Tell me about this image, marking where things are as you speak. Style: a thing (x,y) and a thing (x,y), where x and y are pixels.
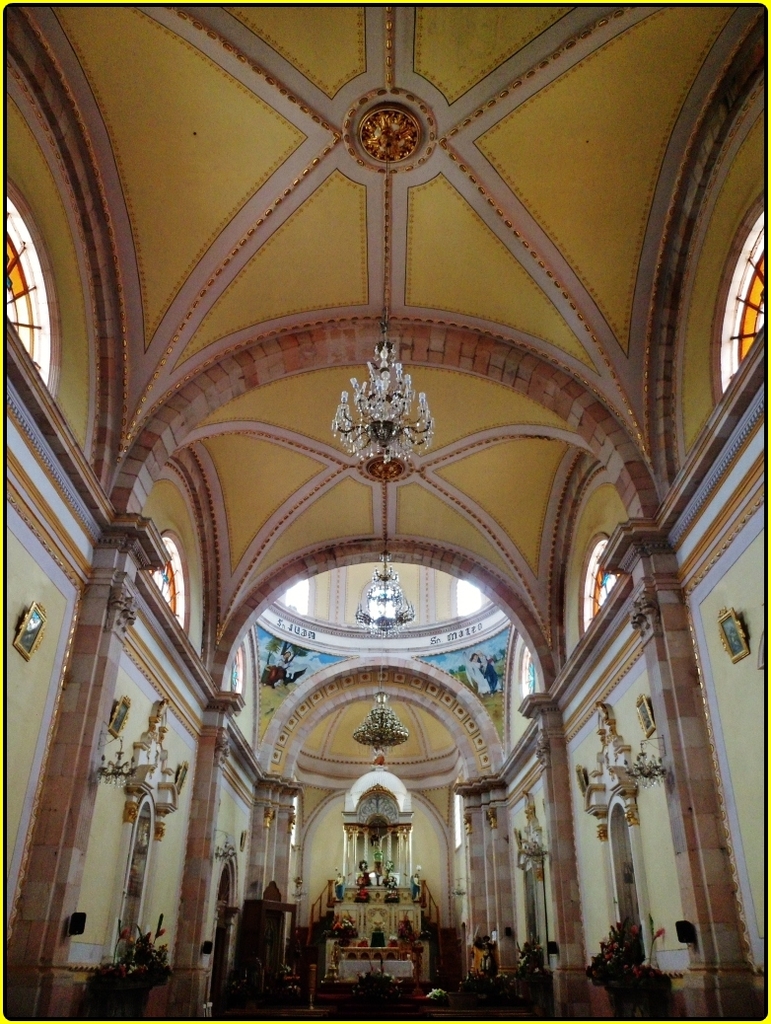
This image is taken in the hall (517,888). In the center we can see an altar (401,952). At the top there are chandeliers (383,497) and there are walls (736,671). We can see frames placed on the walls (746,666) and there is a painting (463,656) on the wall (520,688). There are stained glasses (19,284).
